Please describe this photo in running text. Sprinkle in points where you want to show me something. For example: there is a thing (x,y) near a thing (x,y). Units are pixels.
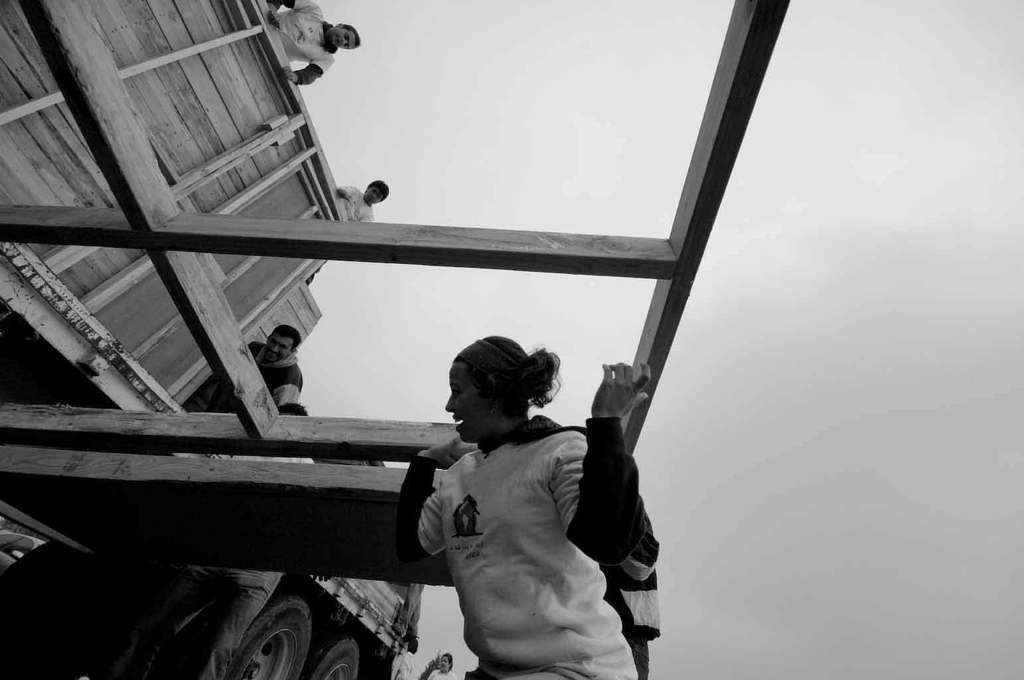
In this image in front (467,502) there is a person (507,652) holding the wooden object (303,482). Beside her there are people (221,619) standing on the vehicle (272,630). In the background of the image (692,540) there is sky (805,521).
